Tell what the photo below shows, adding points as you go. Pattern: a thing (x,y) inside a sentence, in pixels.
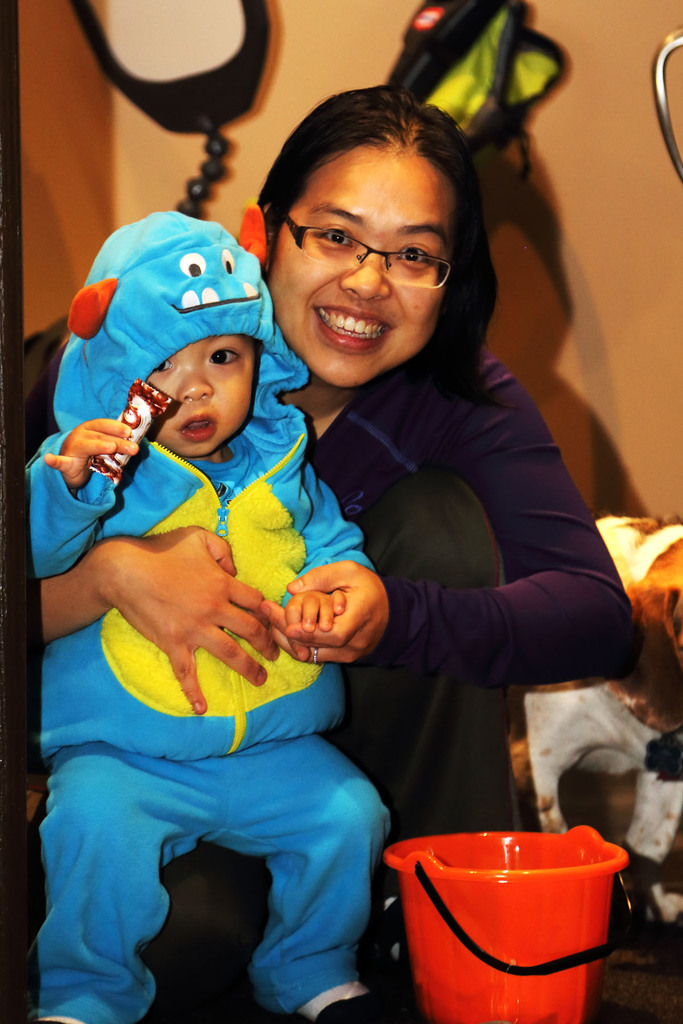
In this picture there is a woman (423,271) wearing a purple jacket (530,537) and she is holding a kid (235,740) and kid (207,497) is wearing a blue dress (261,452) and he is holding a chocolate bar (140,437). Before him there is a bucket (427,875) which is in orange in color. In the background (429,80) there is a wall (568,229) with some objects (450,93).
